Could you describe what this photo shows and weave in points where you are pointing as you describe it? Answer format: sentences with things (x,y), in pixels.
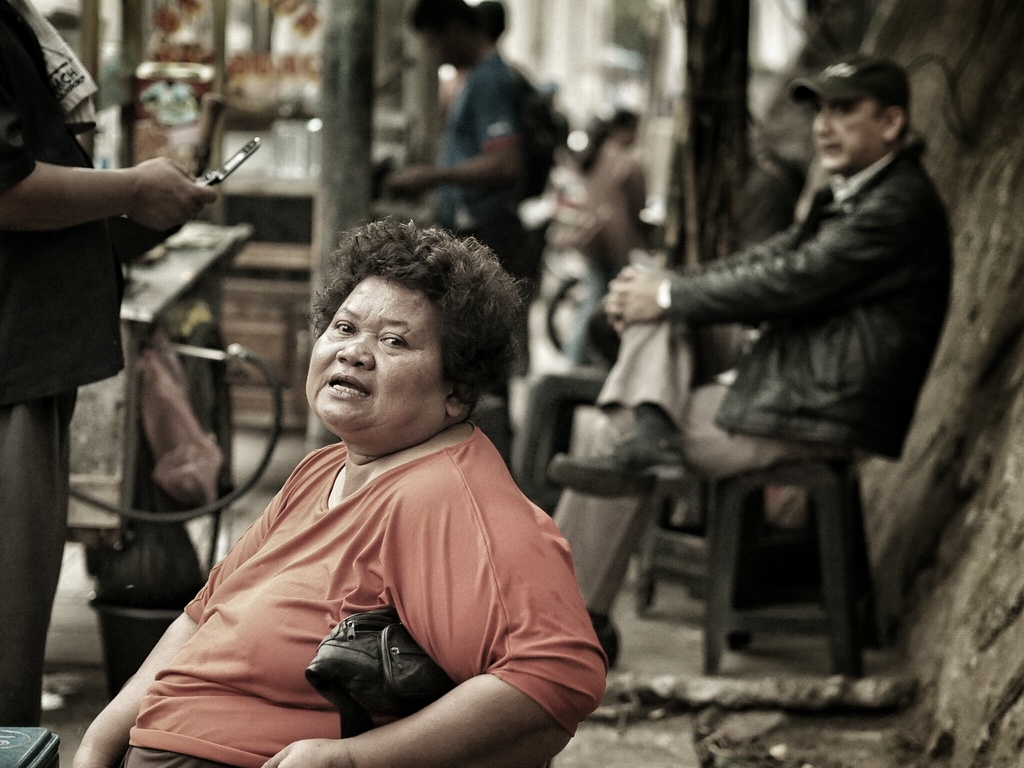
In this picture I can see a person (326,480) sitting with a bag (419,683), there is a person (653,284) sitting on the stool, there is another person (53,578) standing and holding a mobile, and in the background (502,175) there are group of people (534,230) and some other objects (981,264).
